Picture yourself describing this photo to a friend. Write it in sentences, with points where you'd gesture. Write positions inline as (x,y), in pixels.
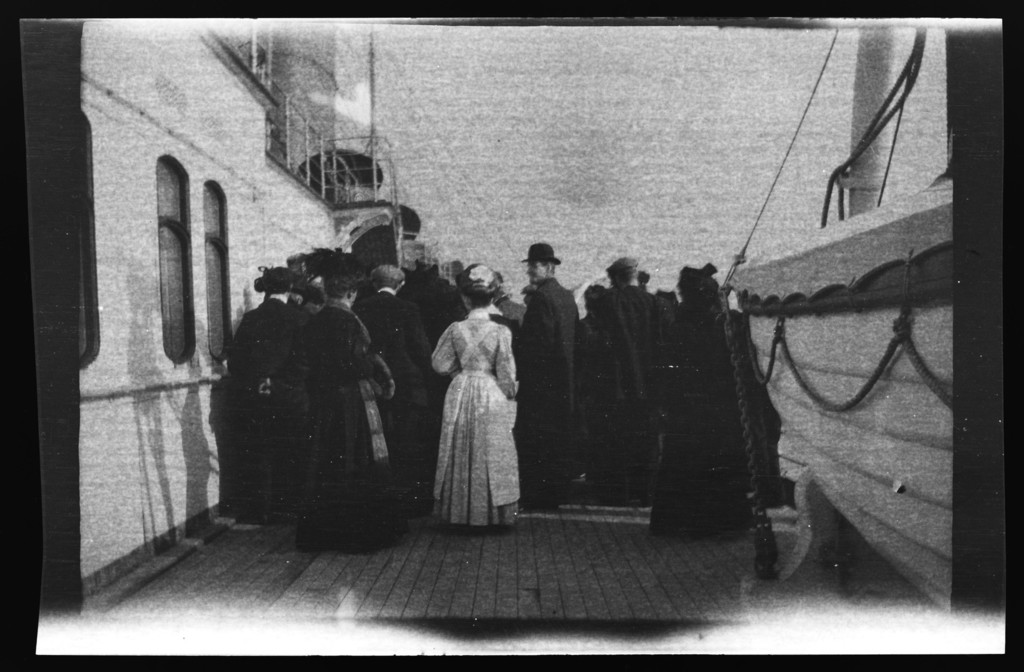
This picture is an edited picture. In this image there are group of people (472,373) standing. On the right side of the image (871,429) there is a boat (871,429). On the left side of the image (175,421) there is a ship (109,453). At the top (616,82) there is sky (567,87) and there are wires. At the bottom (612,569) there is a wooden floor (590,584).
